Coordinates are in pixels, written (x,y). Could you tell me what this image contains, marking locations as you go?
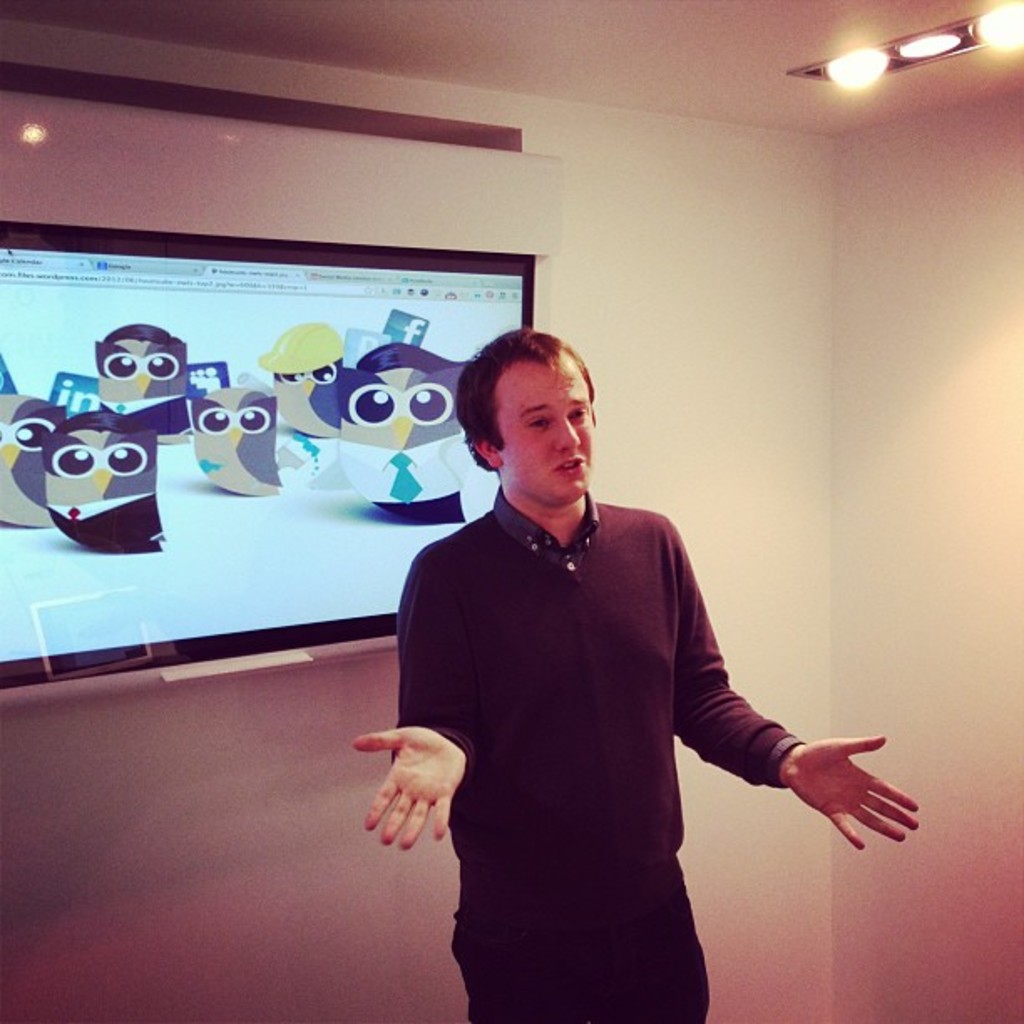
In this image there is a man (559,566) standing towards the bottom of the image (593,786), he is talking, there is a screen (306,452) behind the man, there is text (416,281) on the screen (269,285), there are objects (411,439) on the screen (231,426) that looks like birds (120,450), the birds (231,425) are wearing ties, there is roof (583,49) towards the top of the image (554,39), there are lights (966,33) towards the right of the image (928,39), at the background of the image (864,222) there is a wall (230,842).
